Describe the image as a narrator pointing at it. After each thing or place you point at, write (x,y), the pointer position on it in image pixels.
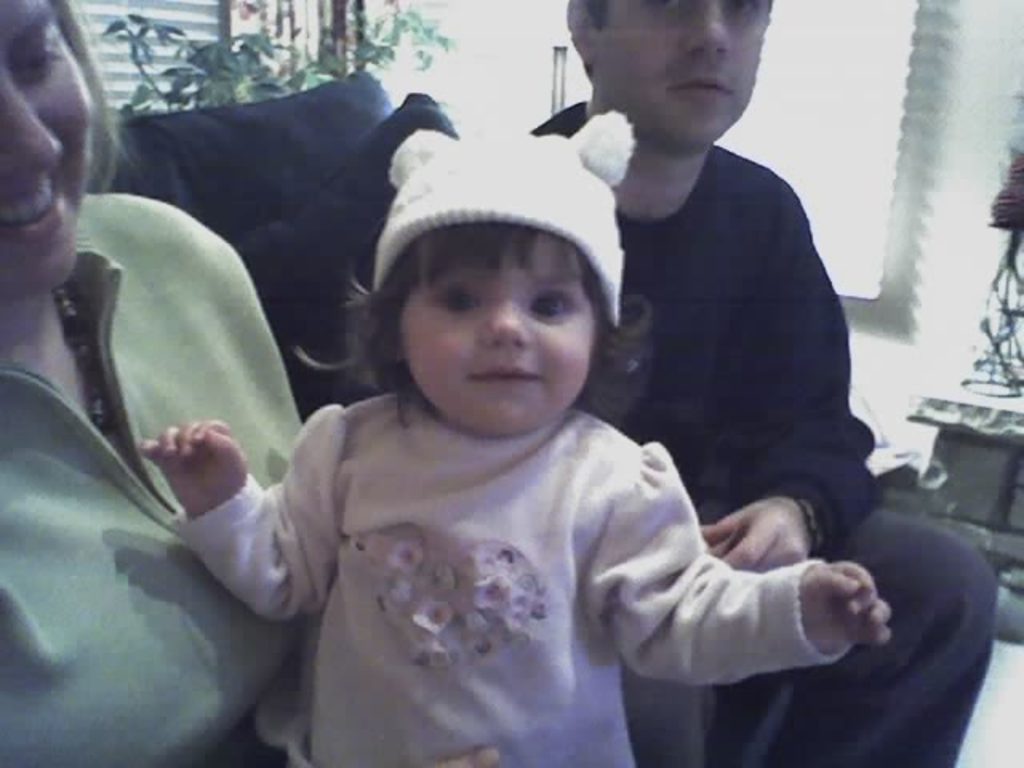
In the left side (233,432) a beautiful woman (241,364) is sitting, in the middle (589,486) a little baby (450,733) is laughing, this baby (617,542) wore a sweater (603,537). In the right side (713,496) a man (691,466) is sitting.
